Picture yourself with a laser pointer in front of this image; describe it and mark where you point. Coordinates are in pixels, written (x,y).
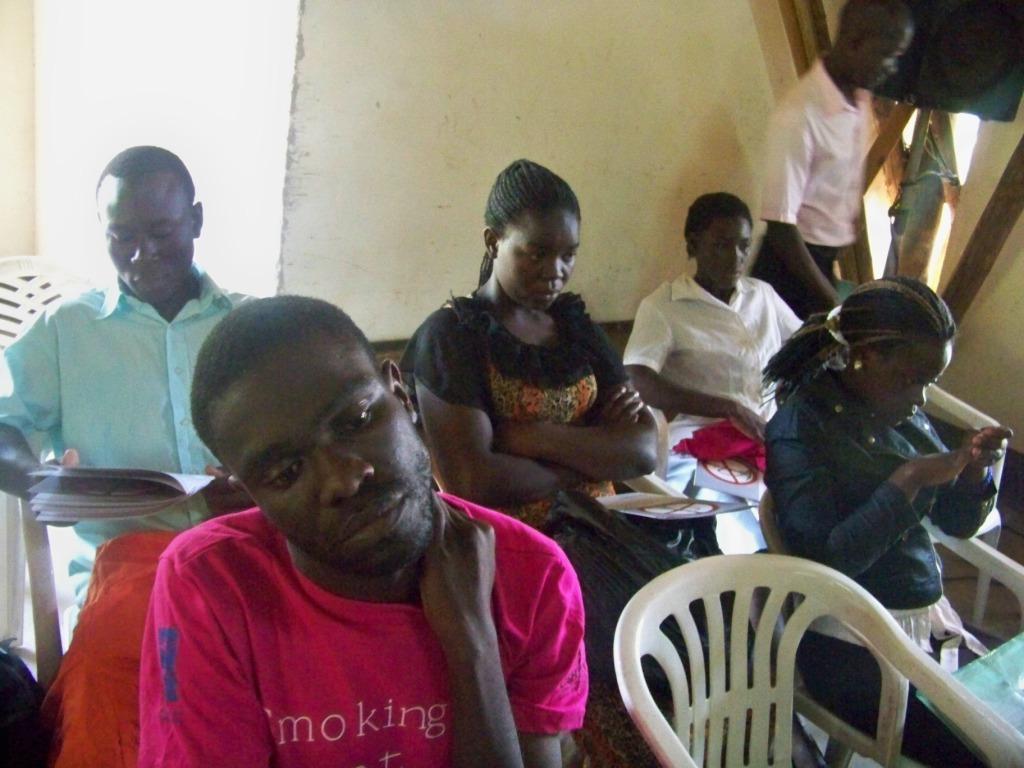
In this picture we can see some persons (566,457) are sitting on the chairs (779,683). Here we can see a person (806,125) who is standing on the floor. And this is the wall (477,82).
